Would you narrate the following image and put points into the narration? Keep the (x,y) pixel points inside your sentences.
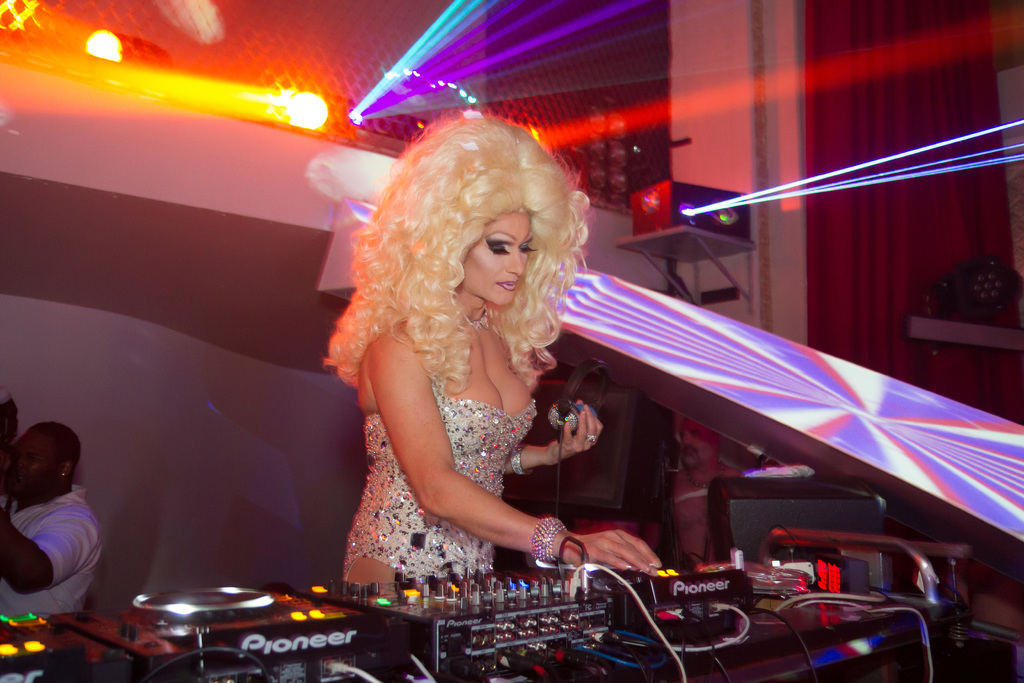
In this picture I can see a woman (531,453) at the center (477,242), there are music control instruments (568,614) at the bottom (692,602). On the left side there is a man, there are lights (257,92) at the top (557,130).
